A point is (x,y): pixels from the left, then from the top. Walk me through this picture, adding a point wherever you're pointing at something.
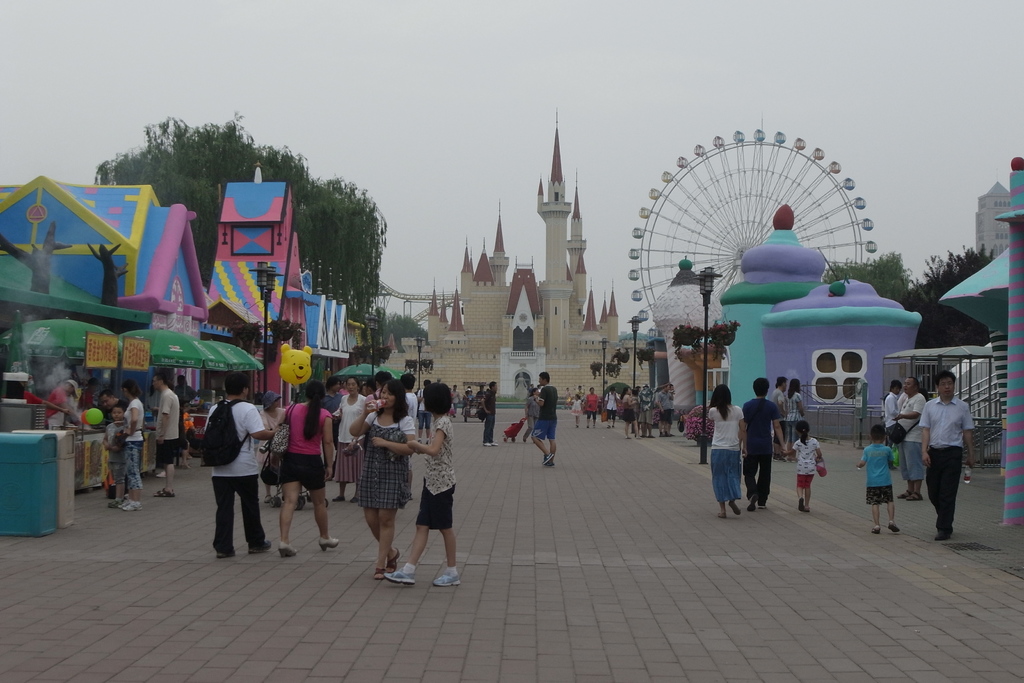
In this image we can see many people (743,426). Also there are light poles (705,359). On the left side (220,343) there are umbrellas (171,354) with poles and waste bins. And there are many buildings (854,287) and trees (903,286). In the back (726,195) there is a giant wheel (685,214). In the background (783,93) there is sky (768,88).
